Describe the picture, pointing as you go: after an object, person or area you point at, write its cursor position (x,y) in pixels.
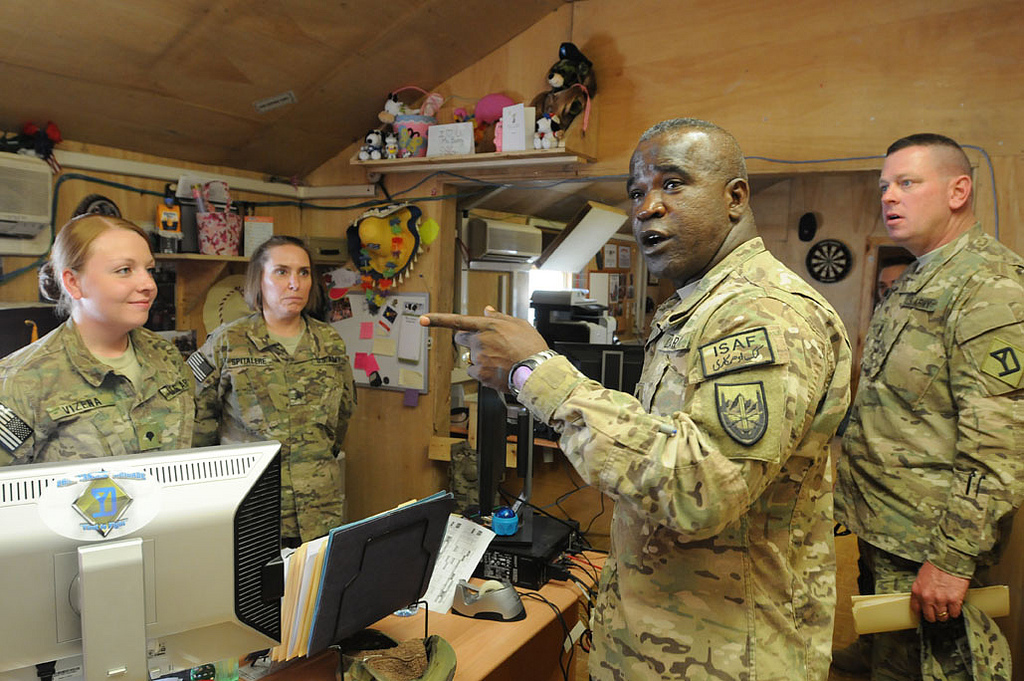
In this image there are persons (827,420) standing, there is a person (696,392) talking, there is a person (972,346) holding an object (913,617), there are objects (358,610) on the table (485,652), there is a desktop (132,557) truncated towards the left of the image (157,533), there is a wall (432,259), there is a board (388,382) on the wall (394,395), there are objects (501,132) on the surface (510,155), there are objects (30,197) truncated towards the left of the image (43,211), there are photo frames (621,287) on the wall (621,272).
